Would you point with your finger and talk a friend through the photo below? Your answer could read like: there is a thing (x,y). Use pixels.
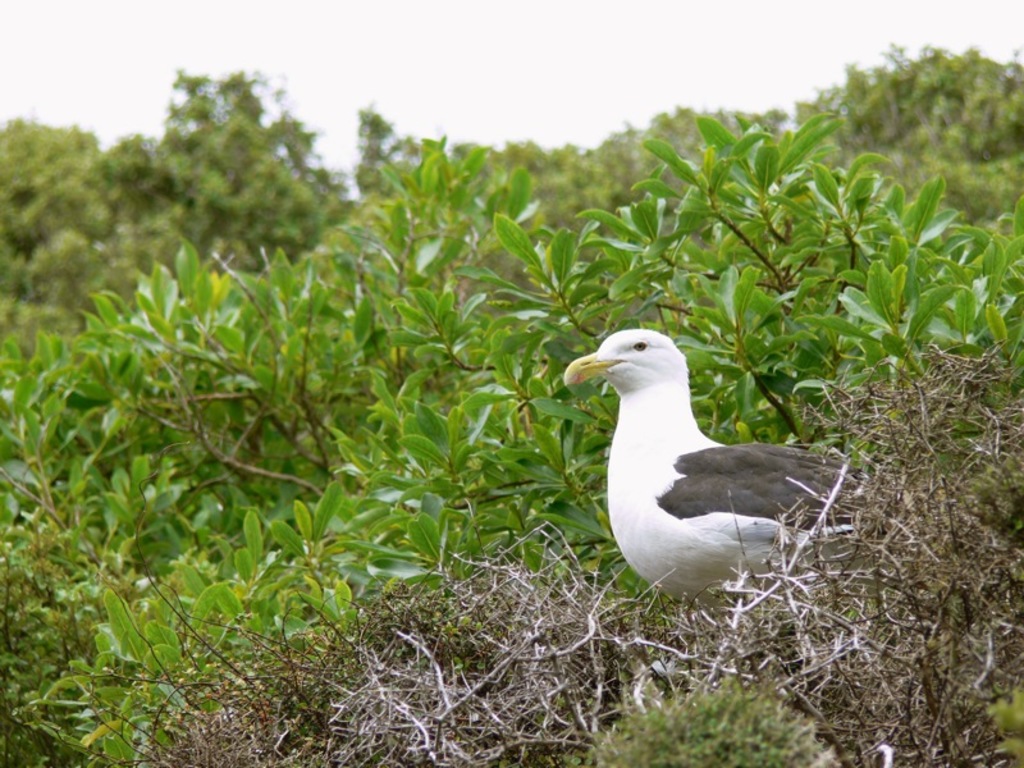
In this picture we can see a white bird (688,554) on the twigs (615,619) and behind the bird (646,445) there are plants (486,245), trees (211,190) and a sky (549,71).
